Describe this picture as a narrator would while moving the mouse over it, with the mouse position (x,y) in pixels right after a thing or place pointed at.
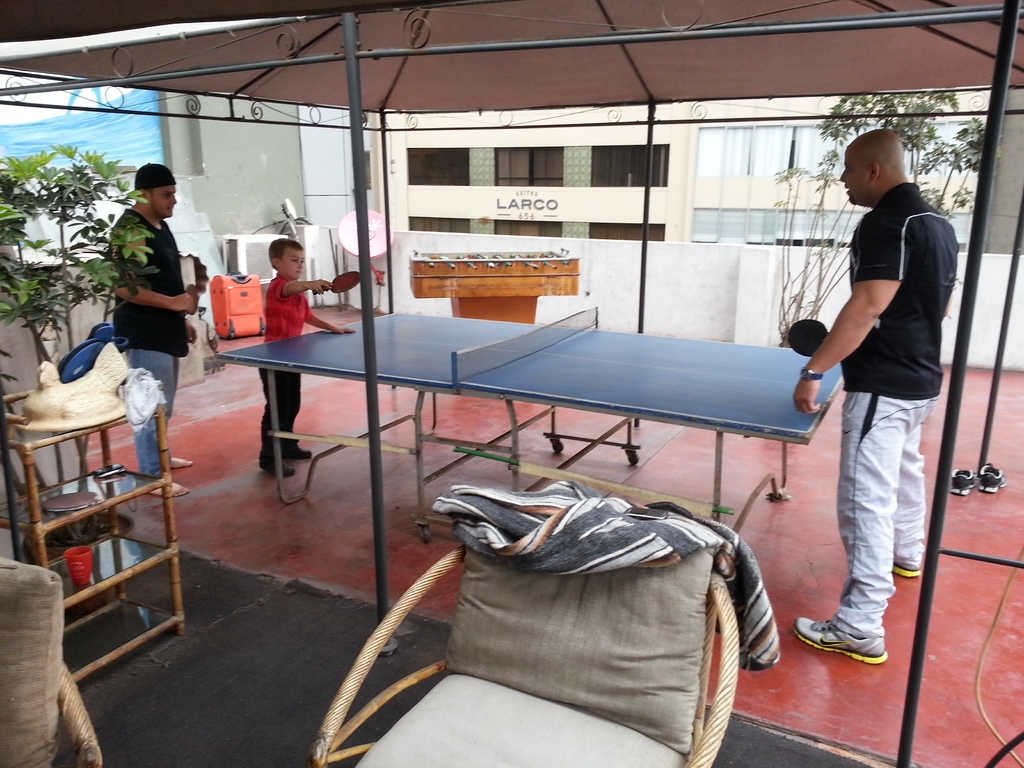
This image consists of three persons (867,366) playing and standing. The person (868,381) with the right side (886,307) standing and holding a bat (812,341) in his hand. In the center (555,377) there is a table tennis board (550,358). At the left side (273,315) the boy (274,326) is standing at the corner (301,336) of the table tennis (284,365) and is holding a bat (334,291) in his hand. At the left side (157,310) the person (156,297) wearing black colour shirt (162,313) is standing. In the Background (490,209) there is a trees (55,195), building (471,163) with the name larco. In the front (527,671) there is a chair (578,678) with cushion (583,677) on it. On the top (471,22) there is a tent (429,34) with black colour poles (360,133) supporting the tent (611,50).
